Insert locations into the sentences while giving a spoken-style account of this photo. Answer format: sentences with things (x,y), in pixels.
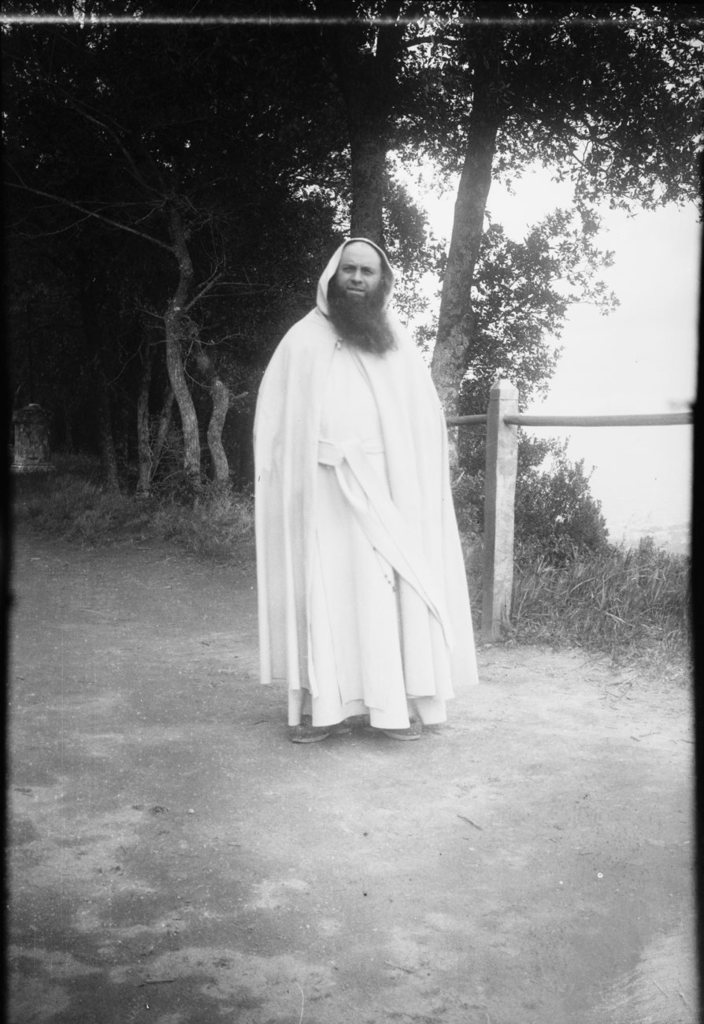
In this image I can see the black and white picture in which I can see a person (400,330) wearing white colored dress (303,416) is standing on the ground (377,832). In the background (450,341) I can see a pole (501,538), few metal rods (519,424), some grass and few trees (476,521).
